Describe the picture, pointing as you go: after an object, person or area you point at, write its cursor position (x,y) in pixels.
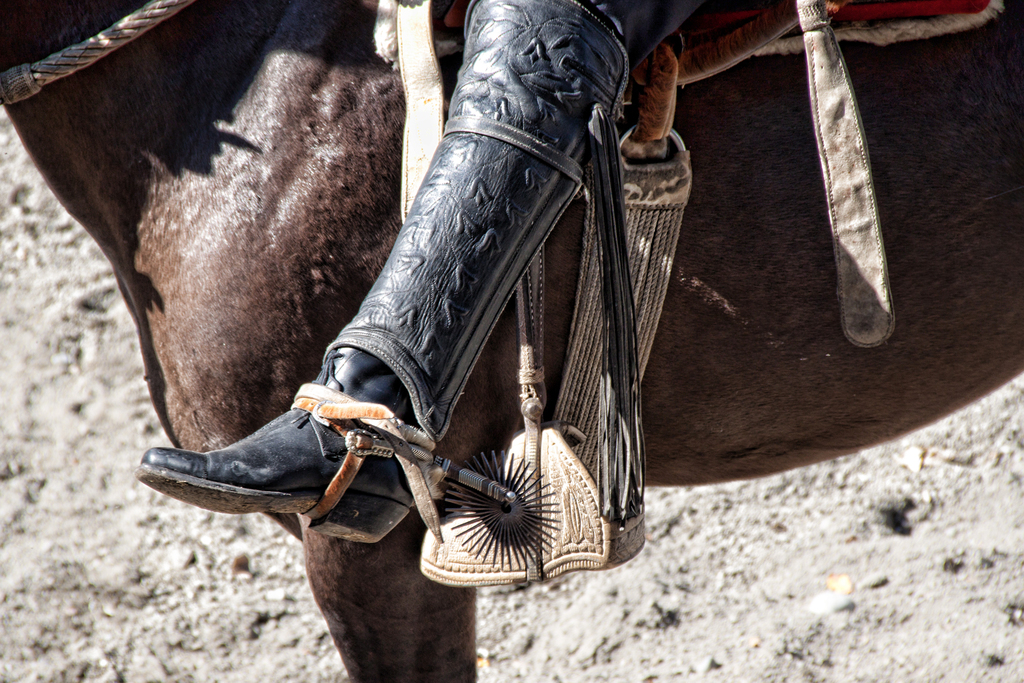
In this image in the center (375,234) there is one horse (943,202), on the horse (965,210) there is one person (437,366) who is sitting. At the bottom (594,614) there is sand (692,611).
